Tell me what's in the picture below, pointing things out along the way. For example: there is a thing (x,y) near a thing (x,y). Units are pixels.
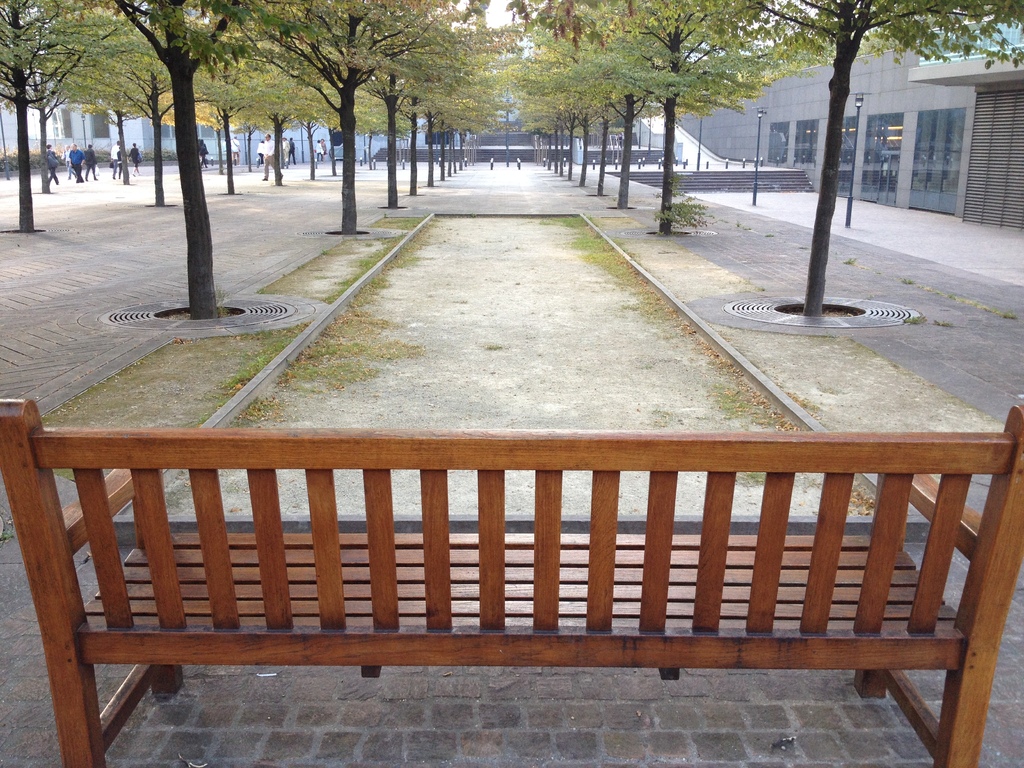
This is an outside view. At the bottom (329,628) there is a bench (503,628). On the right (945,319) and left side of the image (130,178) there are two roads (362,214). Beside the roads (278,251) there are many things (759,313). On the left side (71,167) there are few people (118,156) walking on the road (117,205). In the background (716,125) there are some buildings (805,92).
